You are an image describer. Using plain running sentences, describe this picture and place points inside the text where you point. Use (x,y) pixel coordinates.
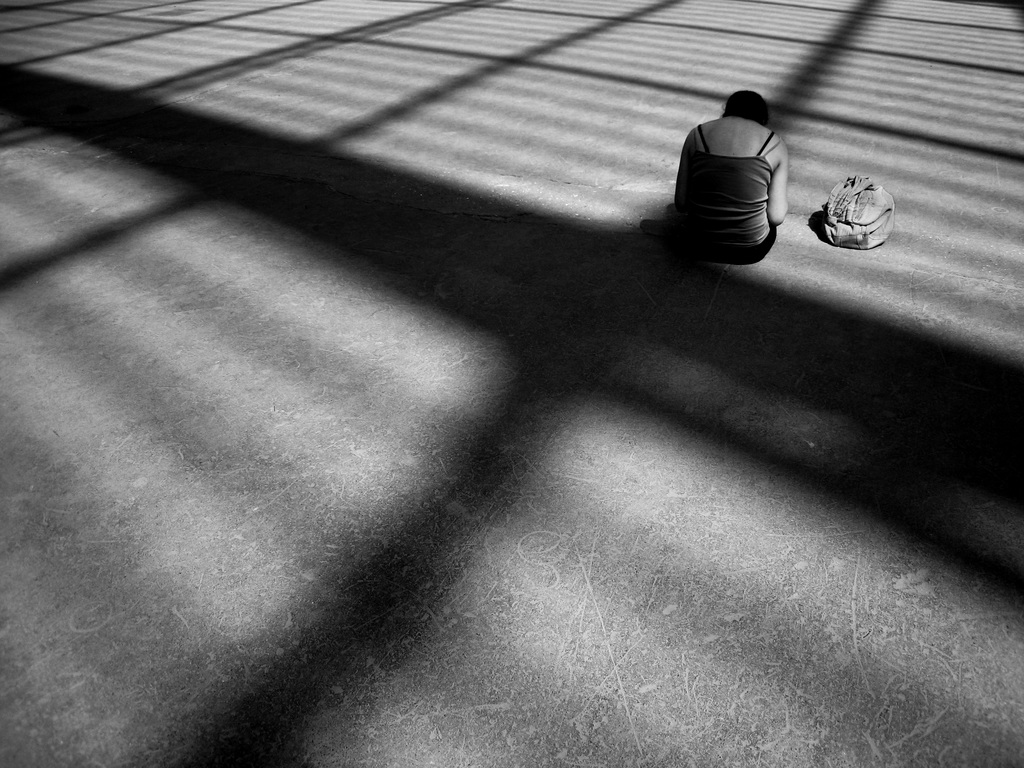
It is a black and white picture. Here a person (730,208) is sitting on the surface (640,436). Beside her there is a bag (864,217). Here we can see shadows (471,207) of some objects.
